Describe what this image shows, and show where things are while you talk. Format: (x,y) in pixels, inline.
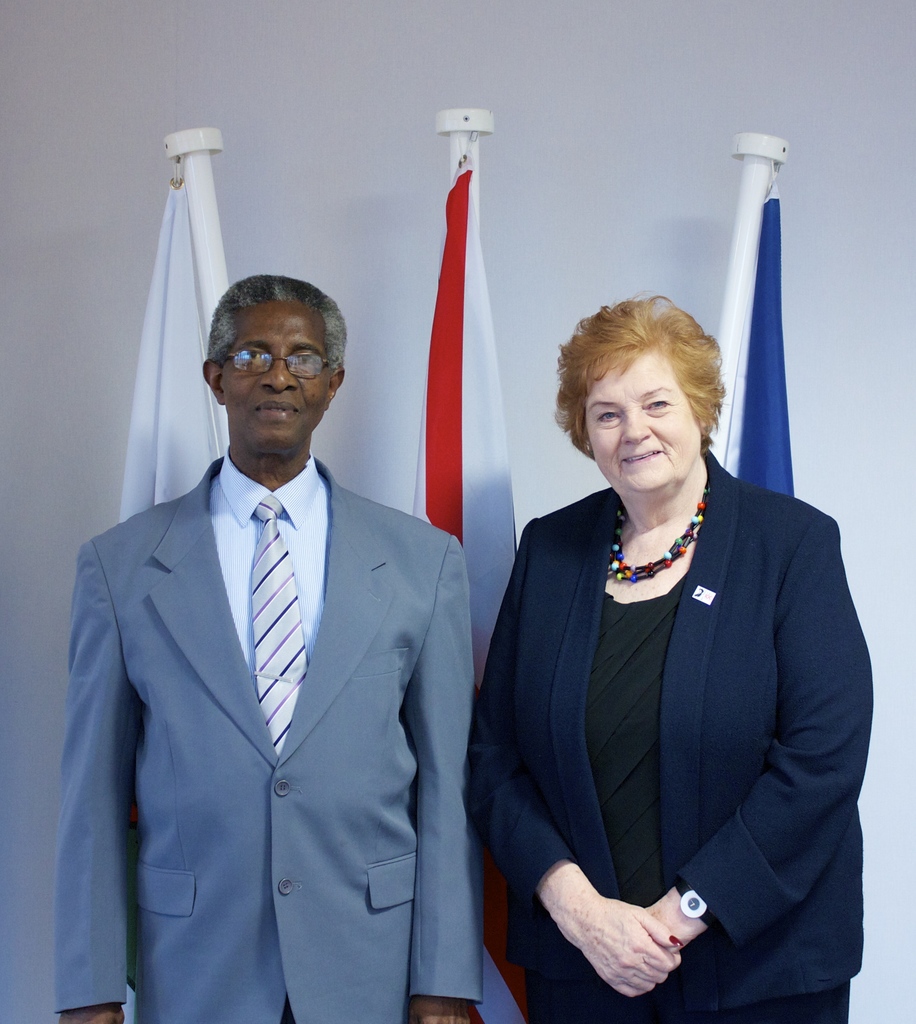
In this picture, we can see there are two people (364,916) standing on the floor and behind the people (395,764) there are flags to the poles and a white wall (615,246).
